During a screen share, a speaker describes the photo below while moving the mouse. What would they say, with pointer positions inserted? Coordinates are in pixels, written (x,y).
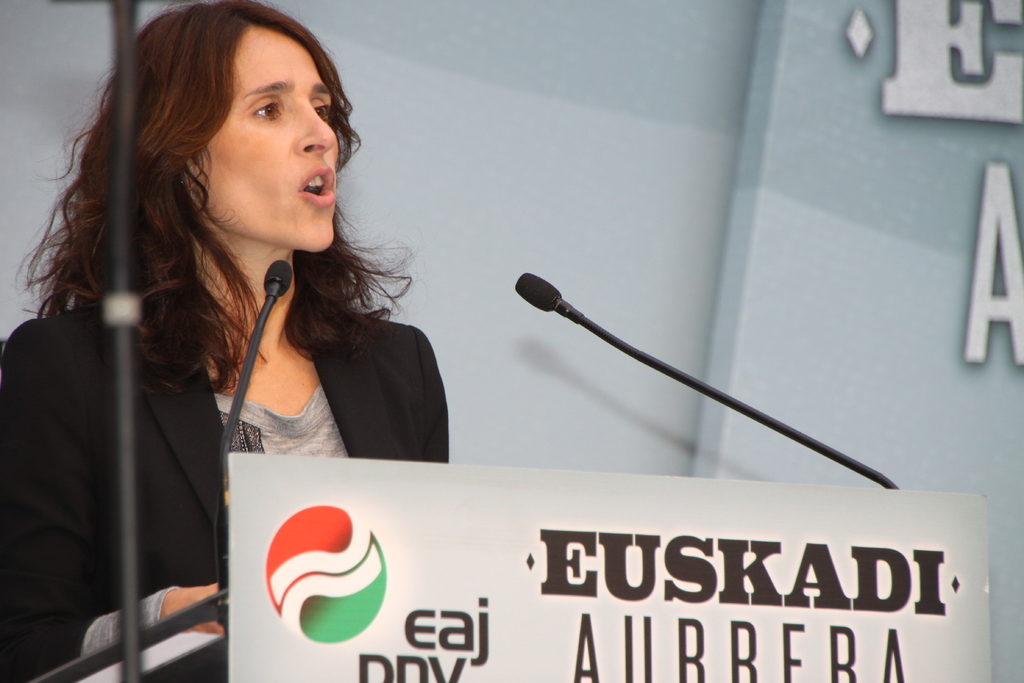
In this image, we can see a person (164,531) and some microphones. We can also see a poster (966,505) with some text (461,642) and image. We can also see the background (1000,248) with some text (1020,268). We can also see a black colored object (119,5).
